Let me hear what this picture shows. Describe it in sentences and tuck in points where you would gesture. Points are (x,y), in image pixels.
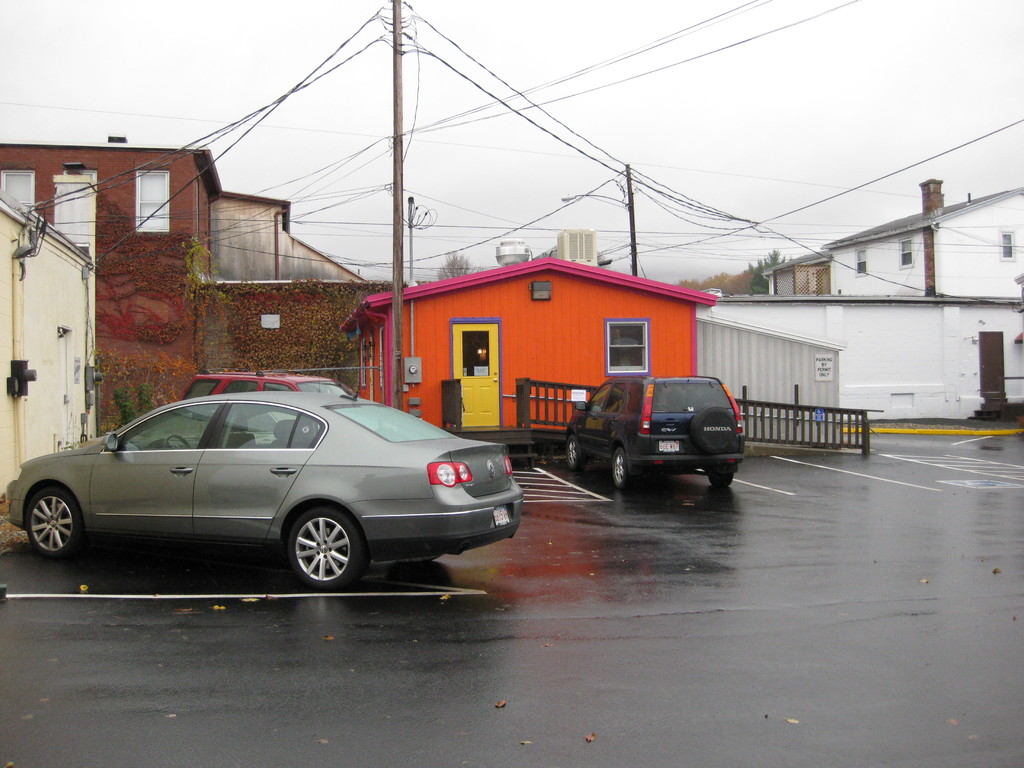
In this picture there are vehicles (412,445) on the road (439,588). There are buildings (109,252) and trees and poles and there are wires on the poles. At the top (658,195) there is sky (523,66). At the bottom (652,650) there is a road (843,648) and in the background (743,432) there is a wooden railing (779,425).
